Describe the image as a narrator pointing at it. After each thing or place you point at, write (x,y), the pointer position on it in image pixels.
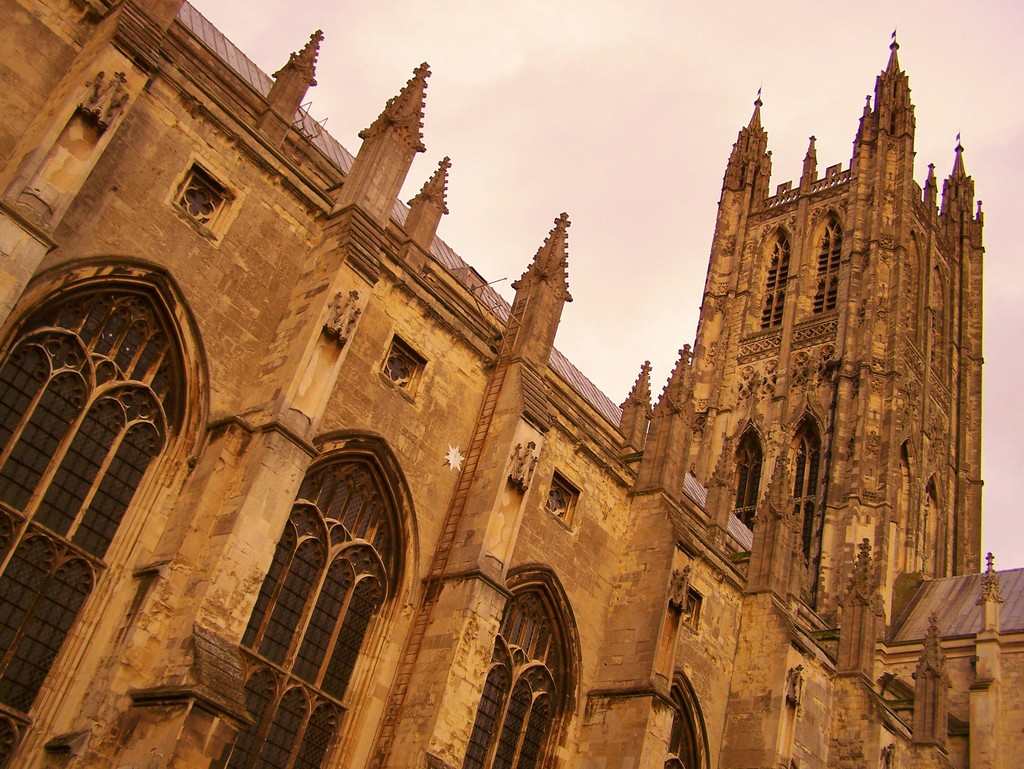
In this image we can see buildings (425,190) and sky (560,110) with clouds (560,110).
